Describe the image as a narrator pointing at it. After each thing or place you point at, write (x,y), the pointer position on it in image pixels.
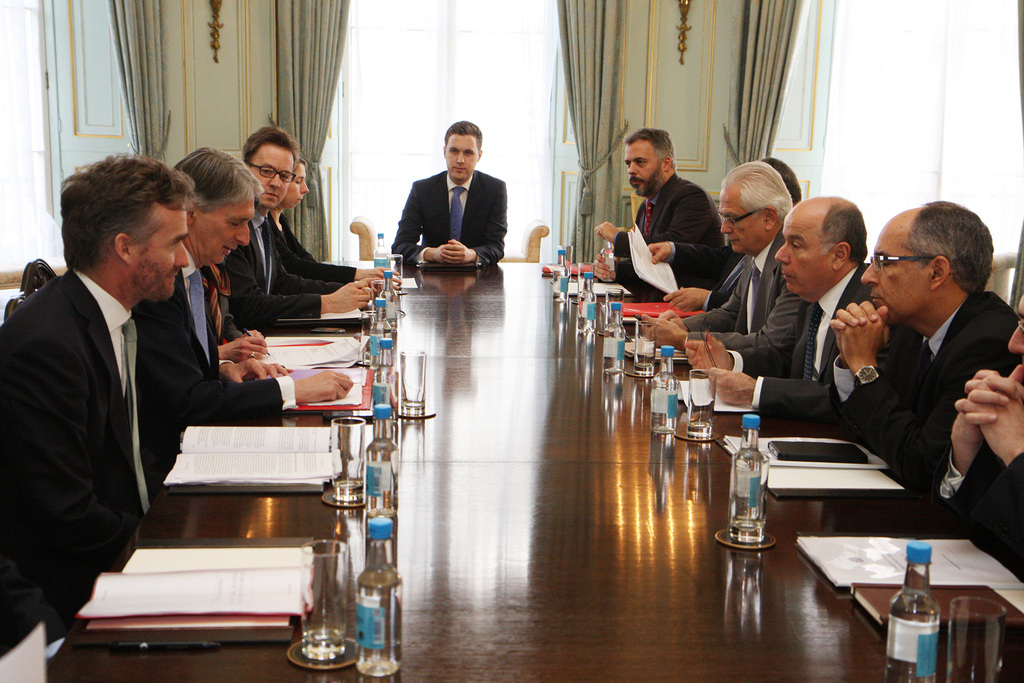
In this picture we can see some persons (771,298) are sitting on the chairs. This is table (537,453). On the table (496,455) there are bottles (377,641), and glasses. There are books (231,439). On the background (418,63) we can see a curtain (588,96) and this is door (100,75).
